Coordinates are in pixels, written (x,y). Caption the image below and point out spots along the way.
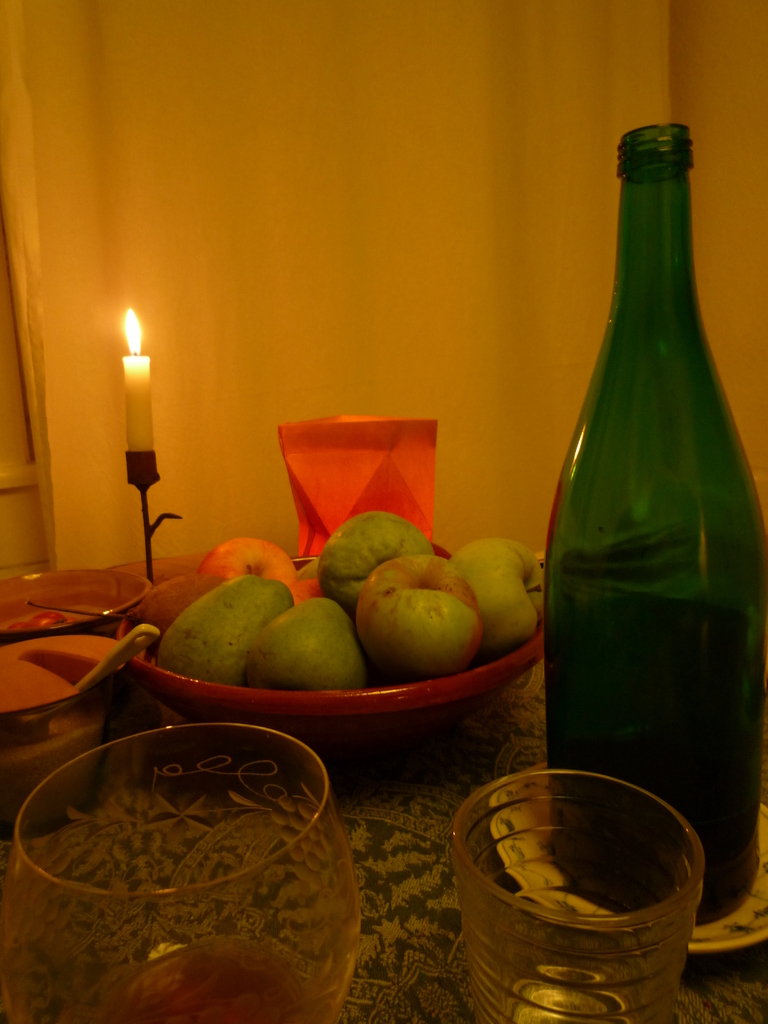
In the image we can see there is a table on which there is a wine bottle (722,722), glasses (155,909) and in a bowl (130,629) there are fruits (283,633) and a candle (134,365) is kept on the stand (148,517).
